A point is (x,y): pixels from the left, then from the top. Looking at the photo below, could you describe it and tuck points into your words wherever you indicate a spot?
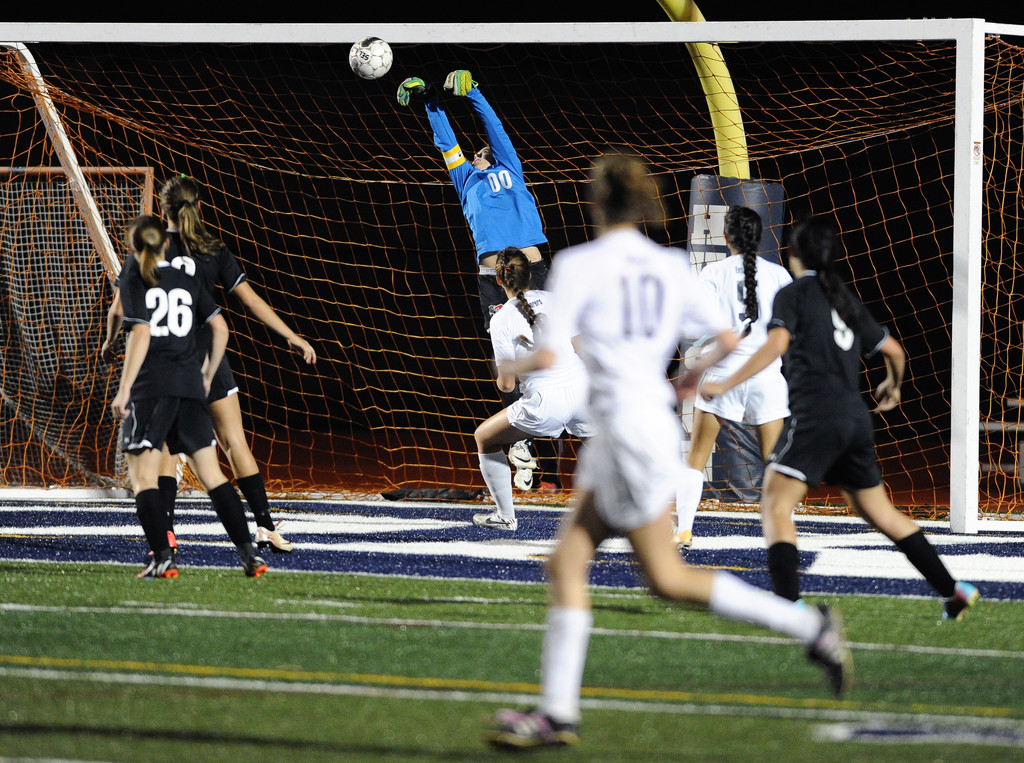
The image is taken during a football game. In this picture there is a football ground (435,625), on the ground (376,578) there are players (824,307) playing football. In the background (259,151) there is a goal post (311,37) and football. The background (631,1) is dark.
